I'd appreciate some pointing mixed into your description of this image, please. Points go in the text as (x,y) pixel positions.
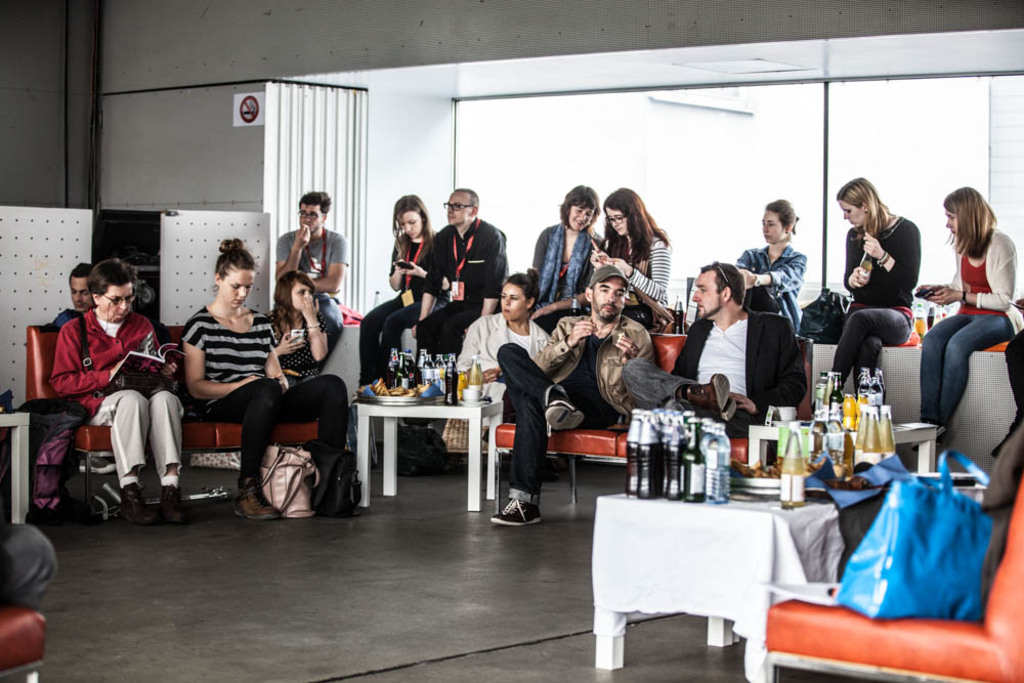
We can see few persons (222,392) sitting on chairs (809,411) and busy with their own works. We can see bottles (710,455) on the tables (787,510) and handbags (926,554) on the chairs (941,634). This is a floor (467,566). Behind to these persons (94,317) we can see few persons (895,248) sitting. This is a sign board (250,106). This is a window (723,165).
